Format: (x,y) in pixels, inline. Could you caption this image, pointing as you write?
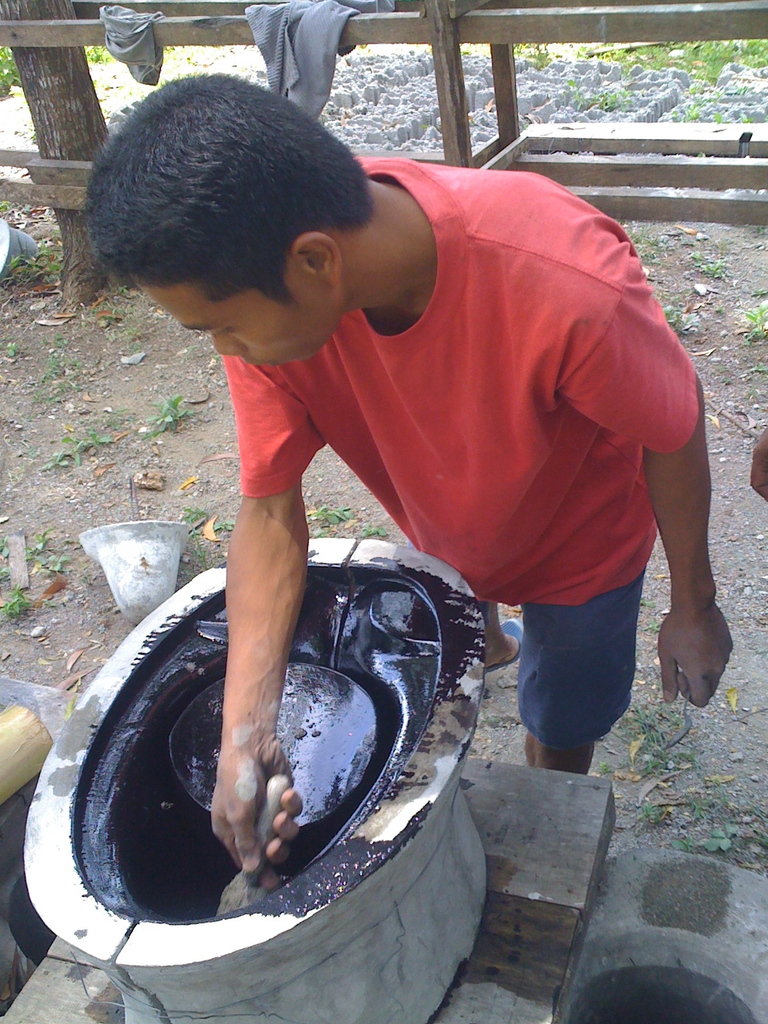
A man (535,499) is painting this thing (331,868), he wore t-shirt (606,412), short (636,588).
